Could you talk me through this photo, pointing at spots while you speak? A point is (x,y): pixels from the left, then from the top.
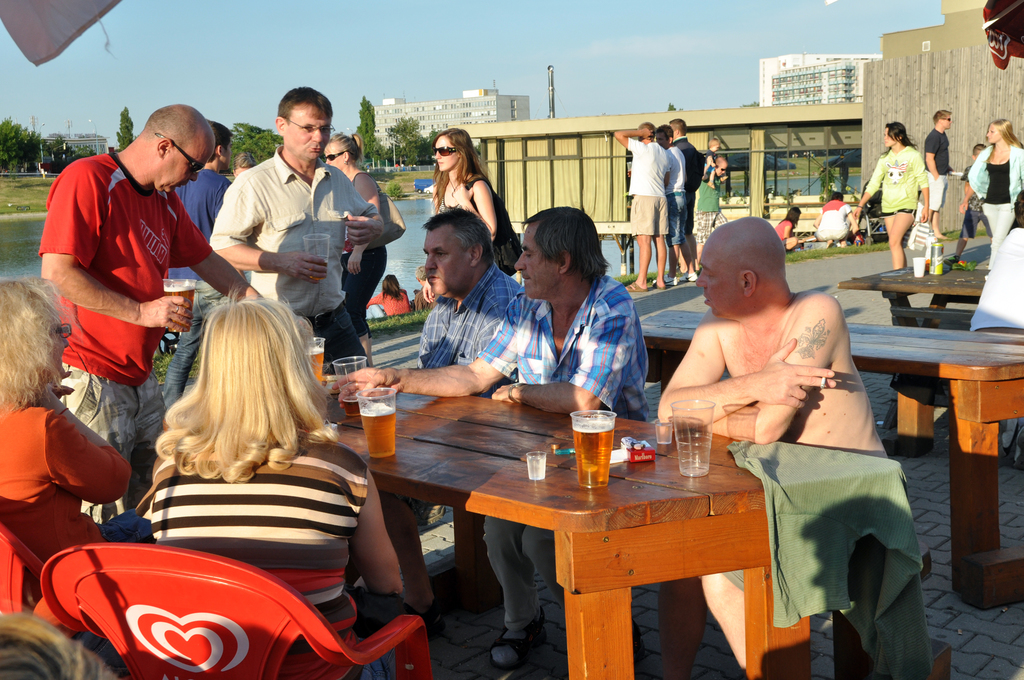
there is a wooden table (615,498) on which there are glasses (608,447). people (215,340) are seated surrounded by the table (454,435) on red chairs (239,592). at the back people (148,266) are standing. there are buildings (929,78) at the back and at the left (12,251) there is water (12,251). behind the water (16,239) there are grass (34,190) and trees (68,152).
